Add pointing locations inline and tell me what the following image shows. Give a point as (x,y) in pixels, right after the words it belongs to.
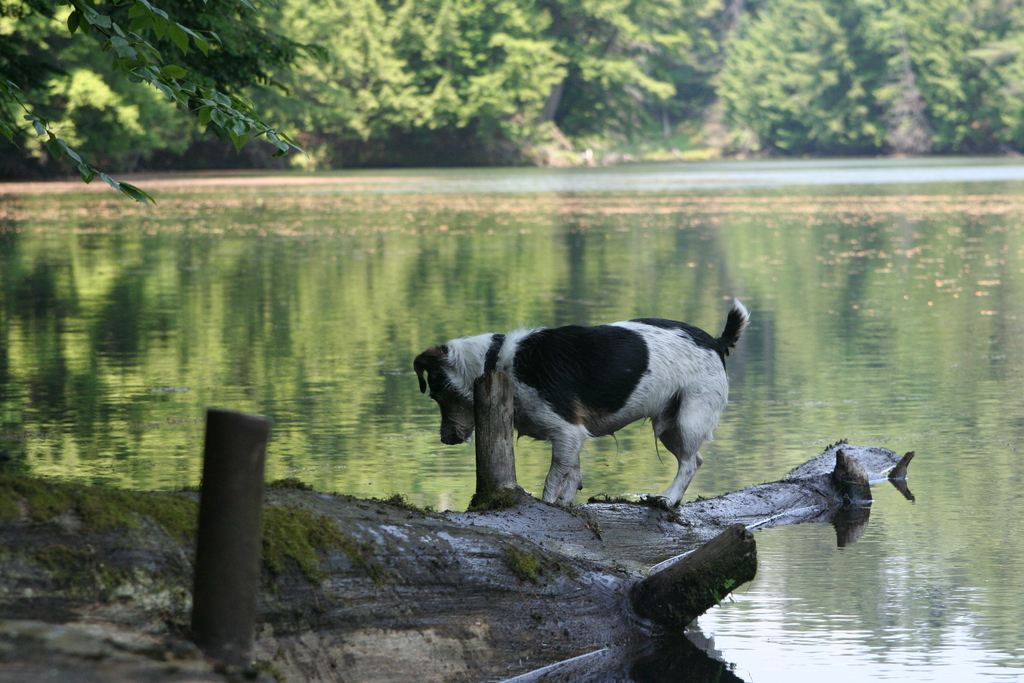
In this image I can see the lake (469,285), in front of the lake (534,293) I can see a dog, two poles (214,524) at the bottom (240,545), at the top (224,100) I can see trees (264,124).
